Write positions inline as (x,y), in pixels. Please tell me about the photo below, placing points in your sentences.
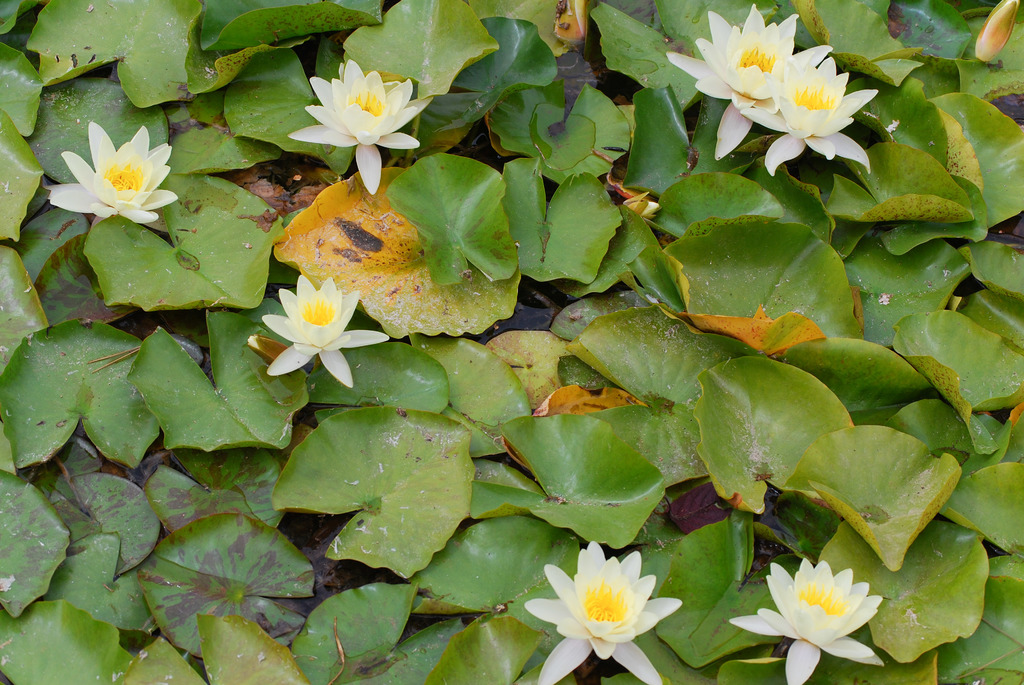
In this picture we can see few flowers (135,180), leaves (555,317) and water (561,287).
